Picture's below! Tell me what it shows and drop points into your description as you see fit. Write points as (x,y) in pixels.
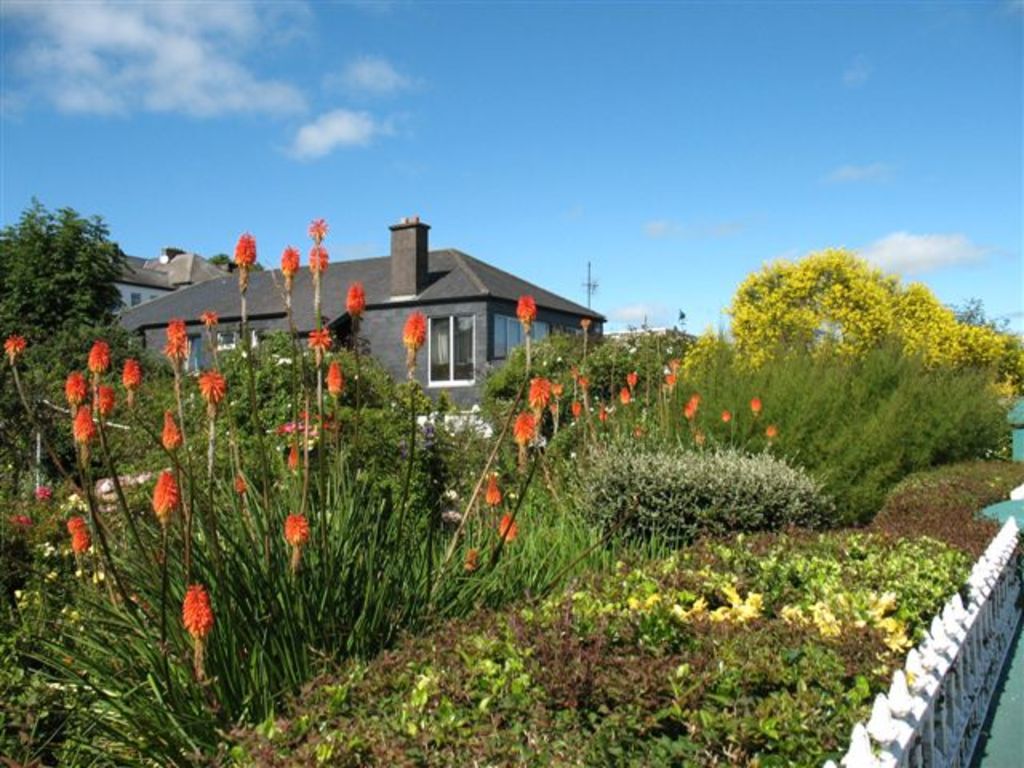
In this picture I can see there are variety of plants (654,685) and flowers (86,412) and there are trees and in the backdrop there is a building (368,344) and the sky (385,187) is clear.
